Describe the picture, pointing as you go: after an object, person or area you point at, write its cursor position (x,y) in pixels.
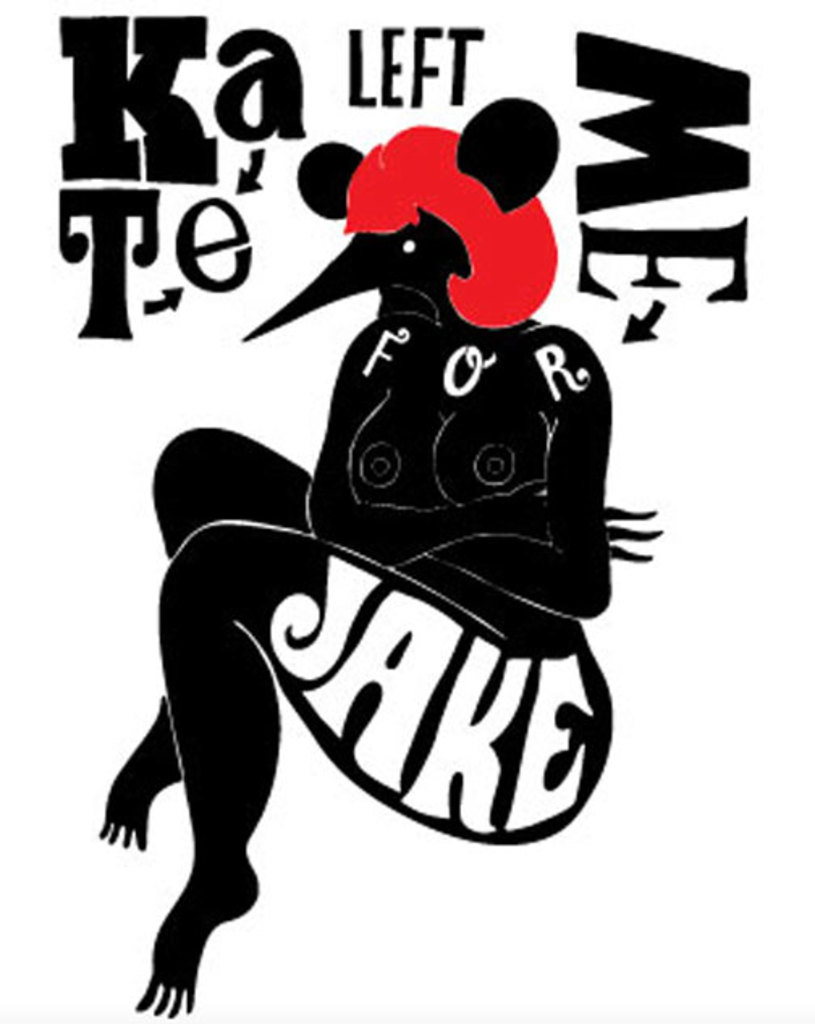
This is an animated human image with some text (224,125).
